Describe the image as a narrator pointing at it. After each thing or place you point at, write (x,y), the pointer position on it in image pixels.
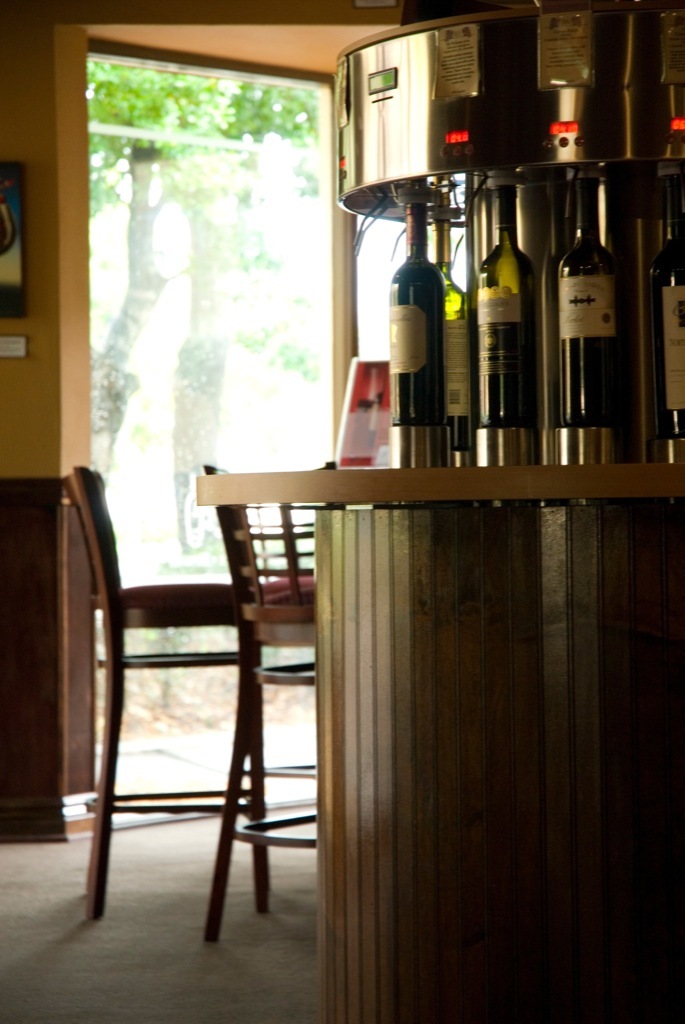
There is a table (423,654). On that table (423,654) there are some bottles (564,369) on it. And a machine (513,154) is attached to the bottles (410,323). We can see two chairs (247,604). And outside there is a tree (185,172).
